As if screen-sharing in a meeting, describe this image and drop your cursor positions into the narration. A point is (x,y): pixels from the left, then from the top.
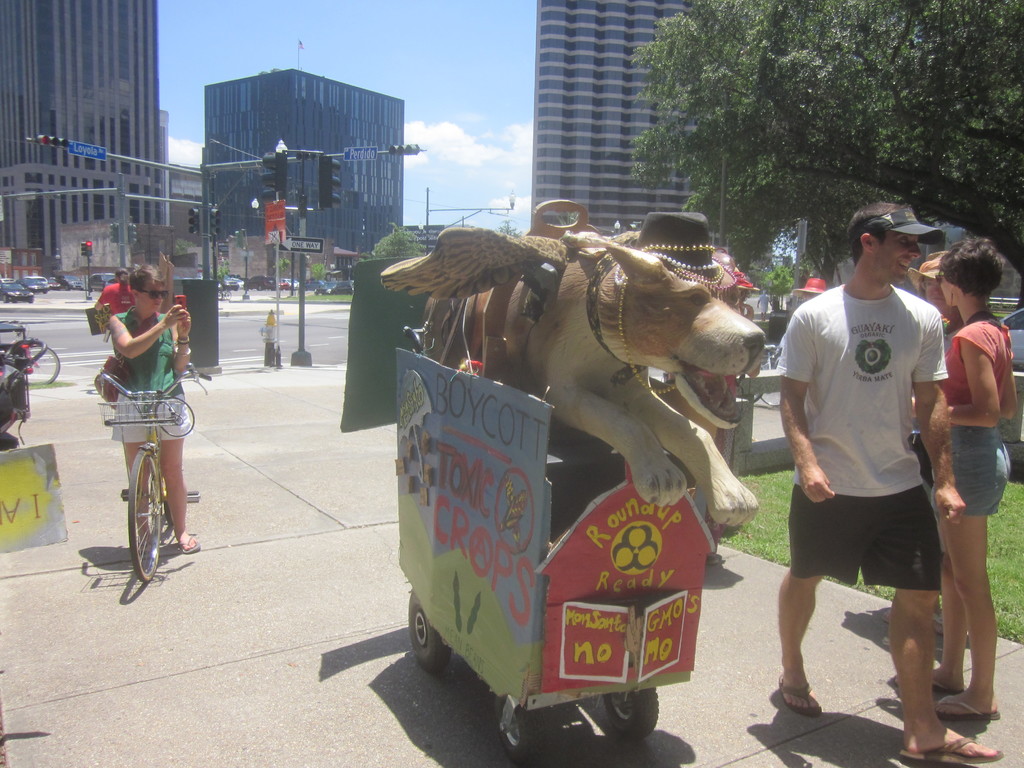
In this picture we can see a group of people (124,280) where some are at bicycle (194,501) and some are walking on foot path (450,700) here we can see a vehicle (546,450) and dog toy (571,370) on it and in background (87,221) we can see buildings (545,80), sky (498,90) with clouds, pole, traffic signal (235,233), cars (0,288) on road (228,331), tree (842,79).
